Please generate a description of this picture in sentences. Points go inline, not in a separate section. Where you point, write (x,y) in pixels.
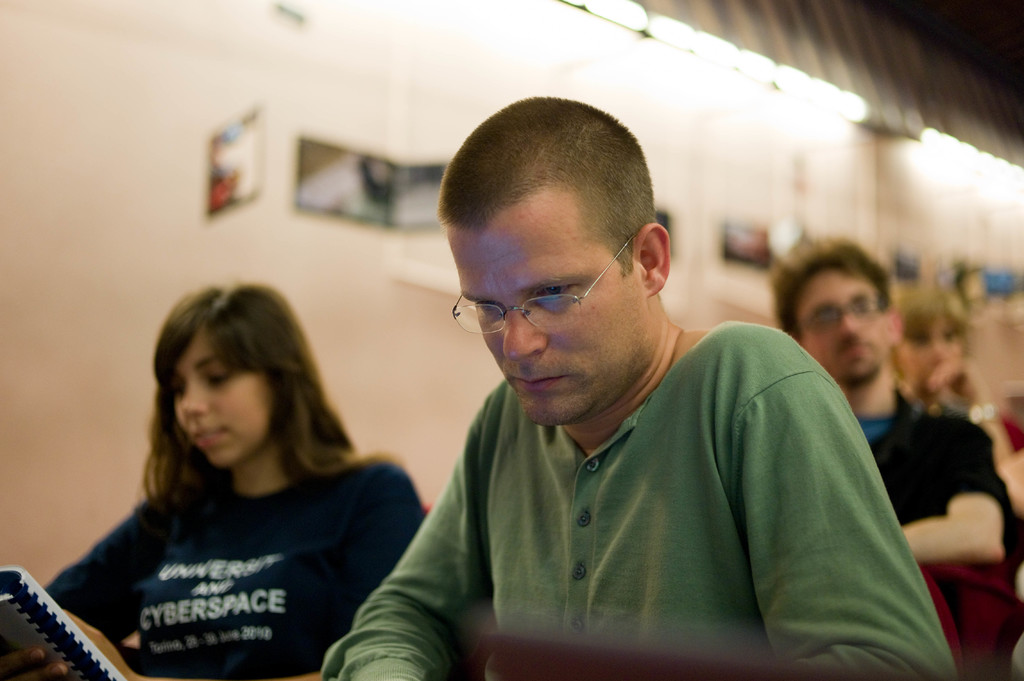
In this image I can see four people (627,418). In front (728,393) the person (697,458) is wearing green color shirt (721,544) and woman (217,552) is holding book (43,617). Back I can see wall (584,70) which is in white color.
